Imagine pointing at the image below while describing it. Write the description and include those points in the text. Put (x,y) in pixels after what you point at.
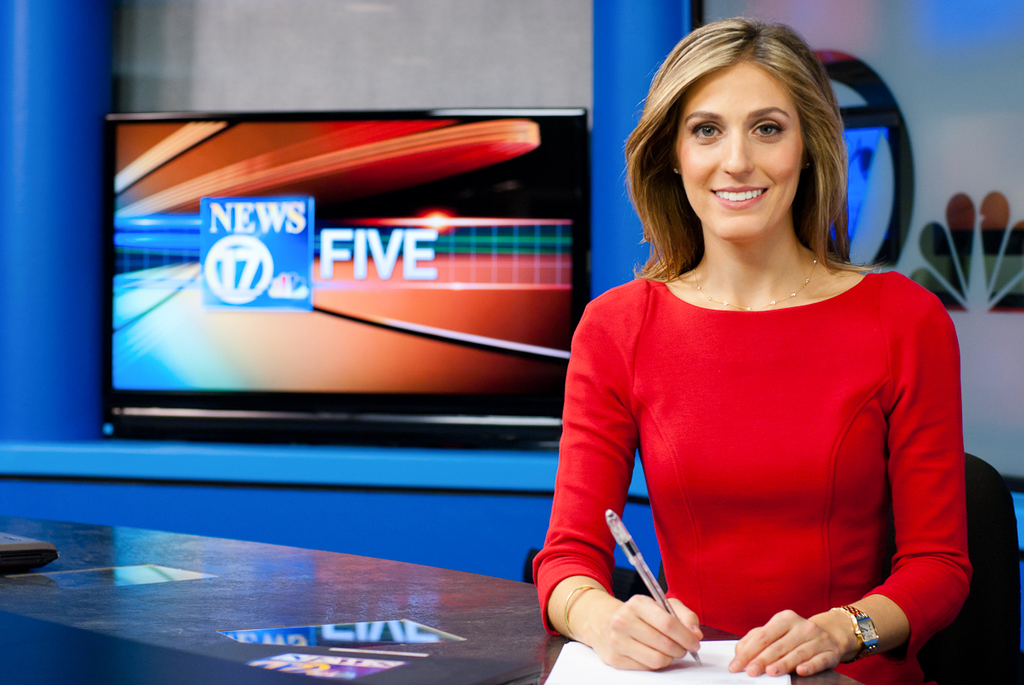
In this image I see a woman (910,636) who is smiling and she is holding a pen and there is a paper (637,679) in front of her. In the background (551,439) I see the television (506,428).
